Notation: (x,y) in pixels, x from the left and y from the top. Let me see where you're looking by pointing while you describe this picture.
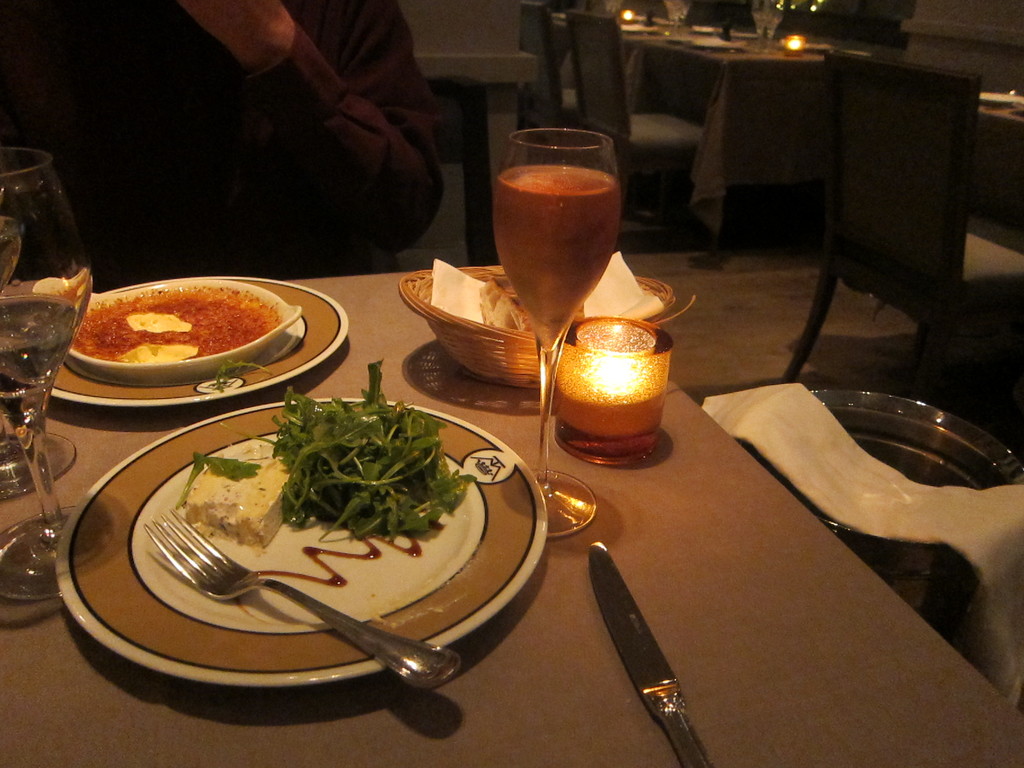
In the image there is a table (410,370) with plates (289,364) and food (217,490) in it, beside it there are wine glasses (499,221) and candle (577,349) with a basket (431,322), in the back (181,131) there is a person (280,158) sitting and in the background (728,90) there are few other dining tables (820,43).
